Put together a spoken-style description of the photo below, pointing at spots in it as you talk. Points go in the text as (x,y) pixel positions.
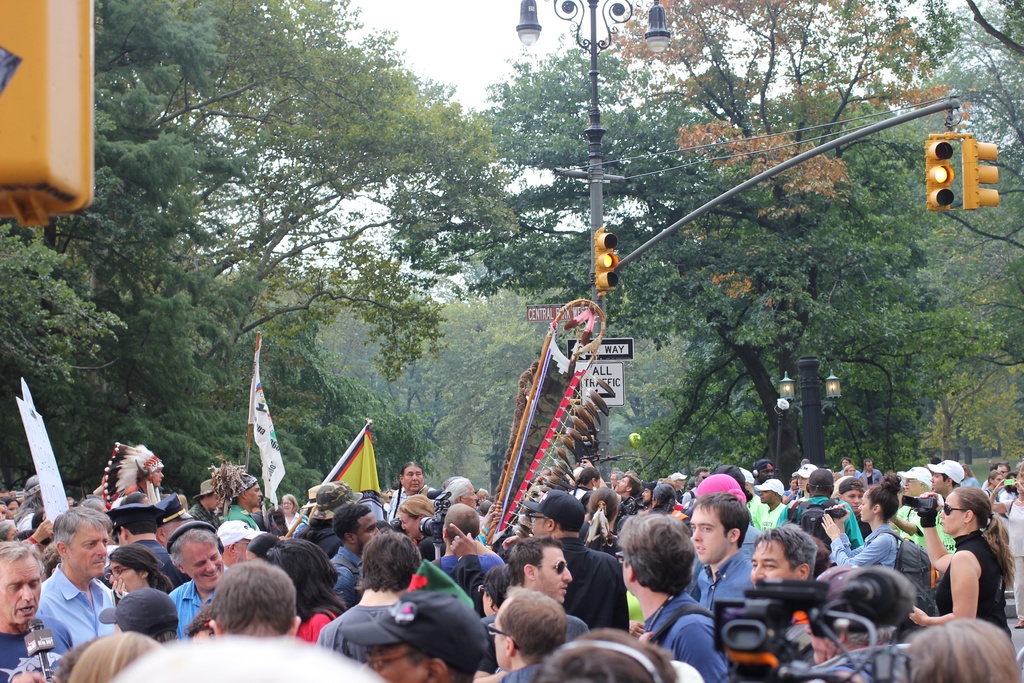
In the center of the image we can see a few people (550,576) are standing and they are in different costumes (477,618). Among them, we can see a few people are wearing backpacks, one person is smiling and a few people (486,545) are holding some objects (773,597). At the top left side of the image (43,81), we can see a yellow color object (23,116). In the background (643,399), we can see the sky (285,163), trees (155,165), poles (816,416), sign boards (617,354), and traffic lights (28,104).
